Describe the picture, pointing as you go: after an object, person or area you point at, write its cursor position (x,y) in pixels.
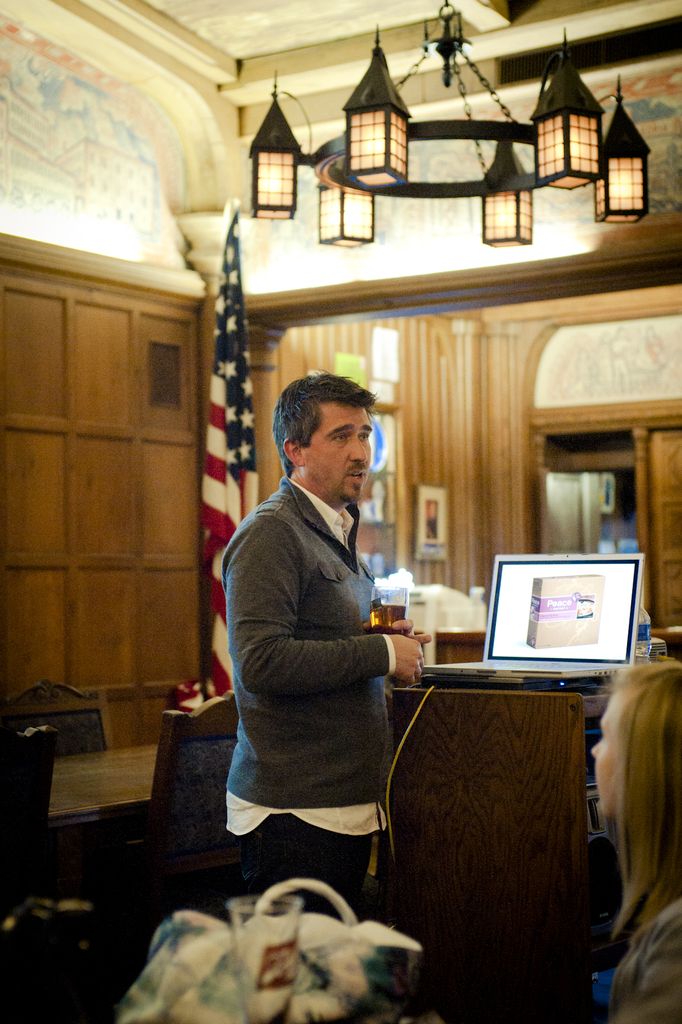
In this picture I can see a man (394,657) standing and holding a glass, there is a person (649,813) sitting, there are tables (460,836), chairs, there is a bag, glass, chandelier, there is a laptop (545,601) and a bottle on one of the table (452,750), there is a flag (213,500), and in the background (583,353) there are frames (428,510) attached to the wall (439,459) and there are some objects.
